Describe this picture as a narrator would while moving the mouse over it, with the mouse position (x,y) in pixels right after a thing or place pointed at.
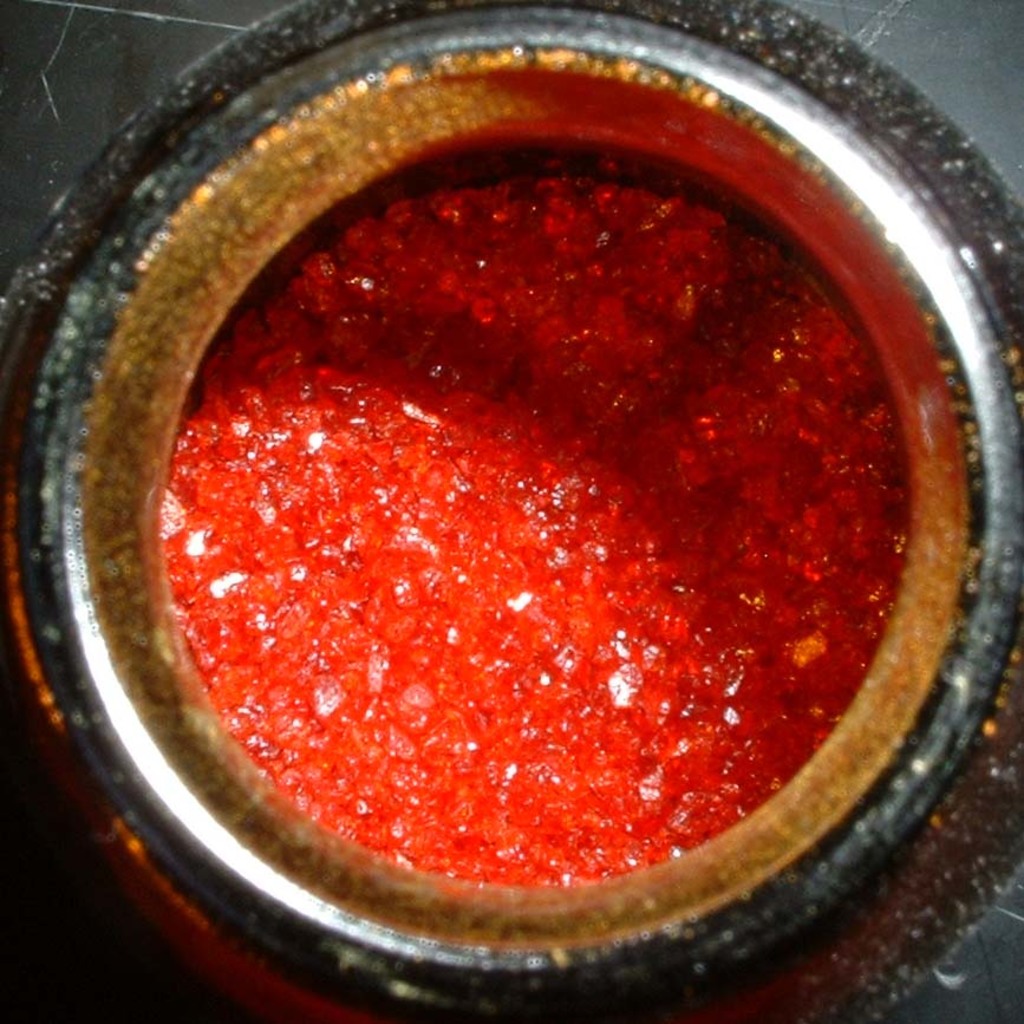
In the picture we can see a jar (354,1000) which is placed on the floor (140,14), in it we can see a red color mixture (526,611).
